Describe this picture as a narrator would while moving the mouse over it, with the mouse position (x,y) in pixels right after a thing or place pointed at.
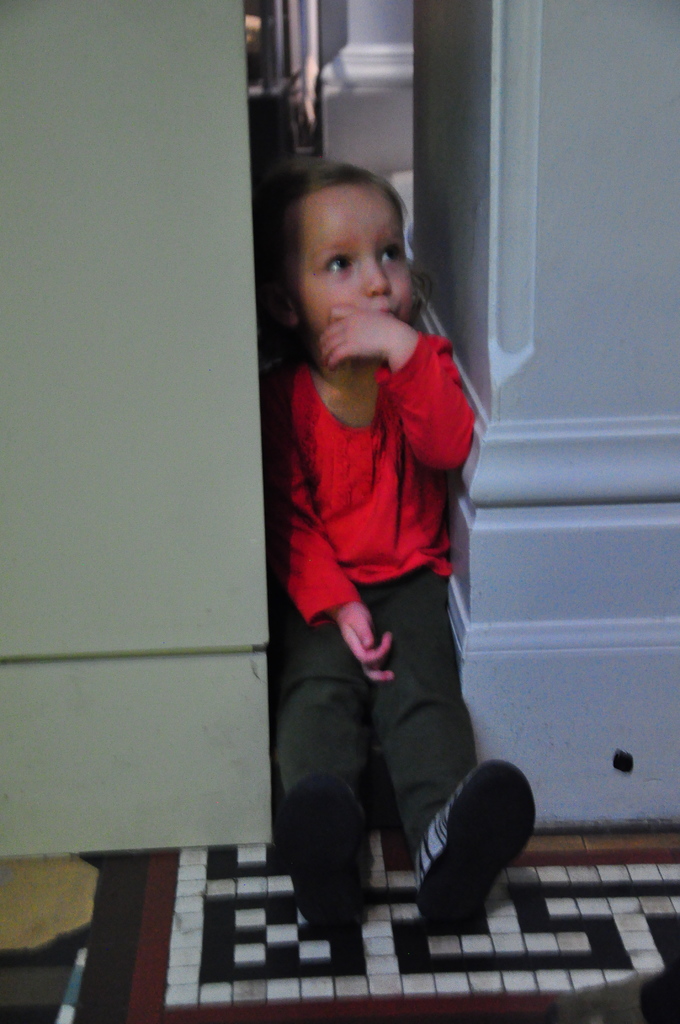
In this image we can see a child (356,490) wearing red dress (345,494) and shoes (304,849) is sitting in between the wall (602,604) and some object (76,771). Here we can see the tiles (237,1018) on the floor (201,868).
